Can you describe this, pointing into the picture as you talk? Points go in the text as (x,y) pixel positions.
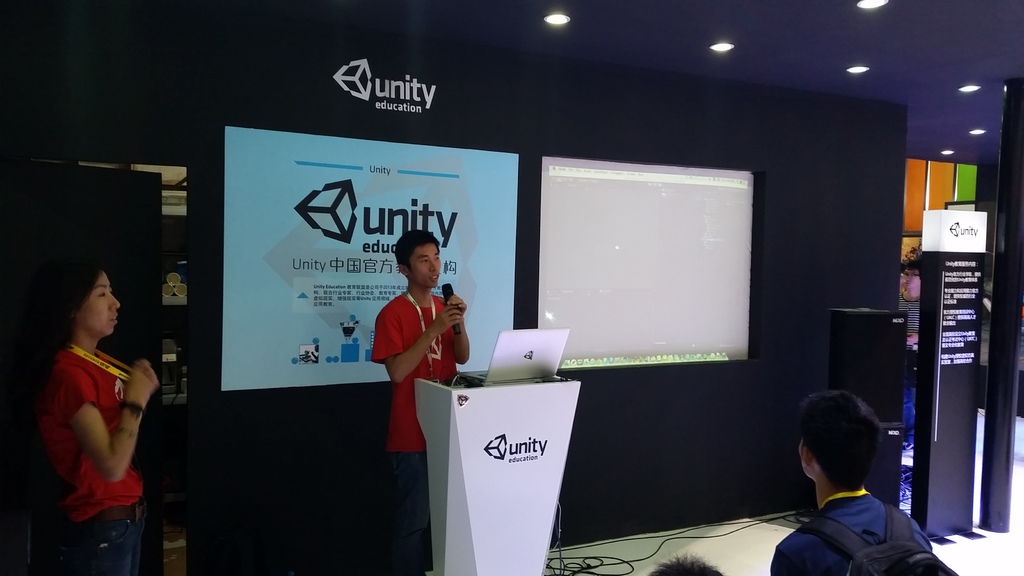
This picture might be taken inside the conference hall (625,381). In this image, in the middle (451,334), we can see a man (450,332) standing and holding a microphone (443,293) and the man (413,388) is also standing in front of a podium (558,422), on the podium (552,398), we can see a laptop (524,347) and electric wires (468,377). On the right side (930,559), we can also see another person (928,539) wearing a backpack (914,566), hoardings (959,283), speakers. On the left side (129,455), we can see a woman (98,373) wearing a red color shirt (85,370) is standing. In the background (361,163), we can see a screen (670,218), hoardings (360,260). At the top (753,21), we can see a roof (799,25) with few lights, at the bottom (565,556), we can see electric wires (628,562) and hair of a person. On the left side (132,212), we can see a door (89,255) which is opened. In the room (164,243), we can see a shelf (182,349) with some instrument (171,365).
